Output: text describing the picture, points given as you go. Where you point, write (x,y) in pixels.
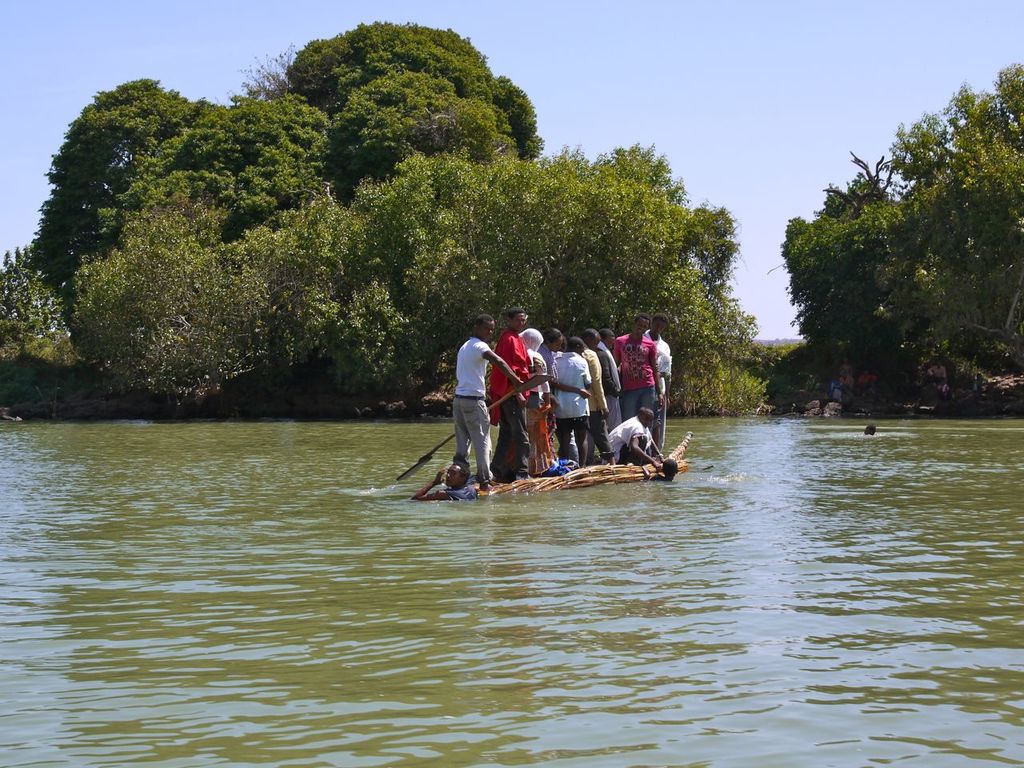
In this image I can see few people (555,416) are standing on the boat (596,474) which is made with the sticks (611,469). On the bottom of the image (495,634) I can see the water (382,724). In the background (700,272) there are trees (527,266). On the top of the image (639,80) I can see the sky (696,66).
